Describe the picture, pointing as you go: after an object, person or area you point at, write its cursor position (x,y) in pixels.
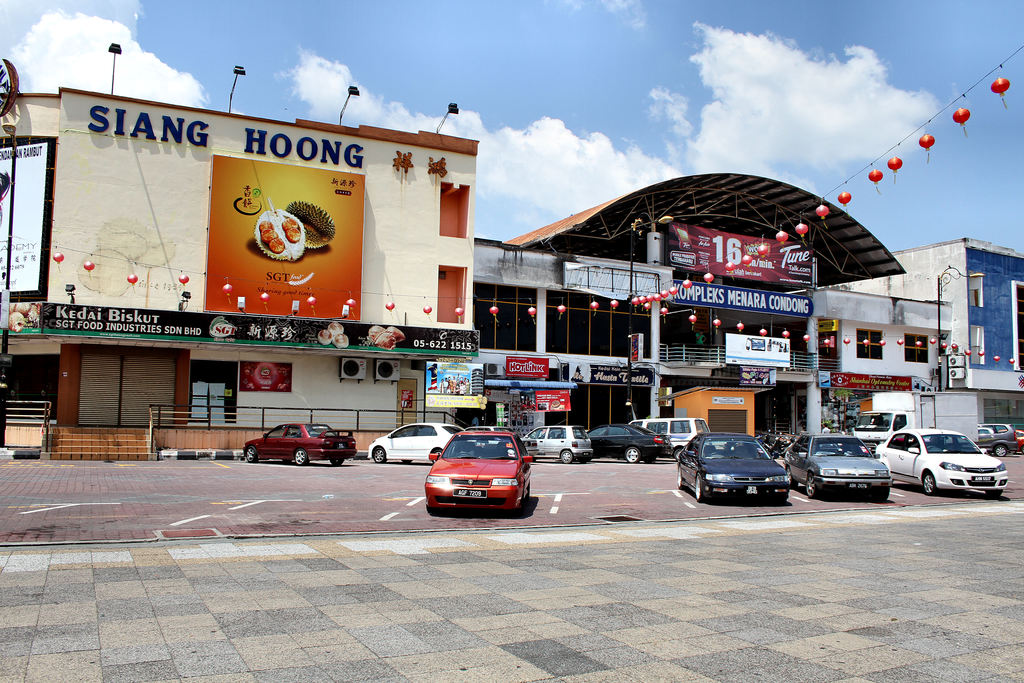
In this image we can see a few cars (483,500) parked in front of a shopping complex (510,353).
